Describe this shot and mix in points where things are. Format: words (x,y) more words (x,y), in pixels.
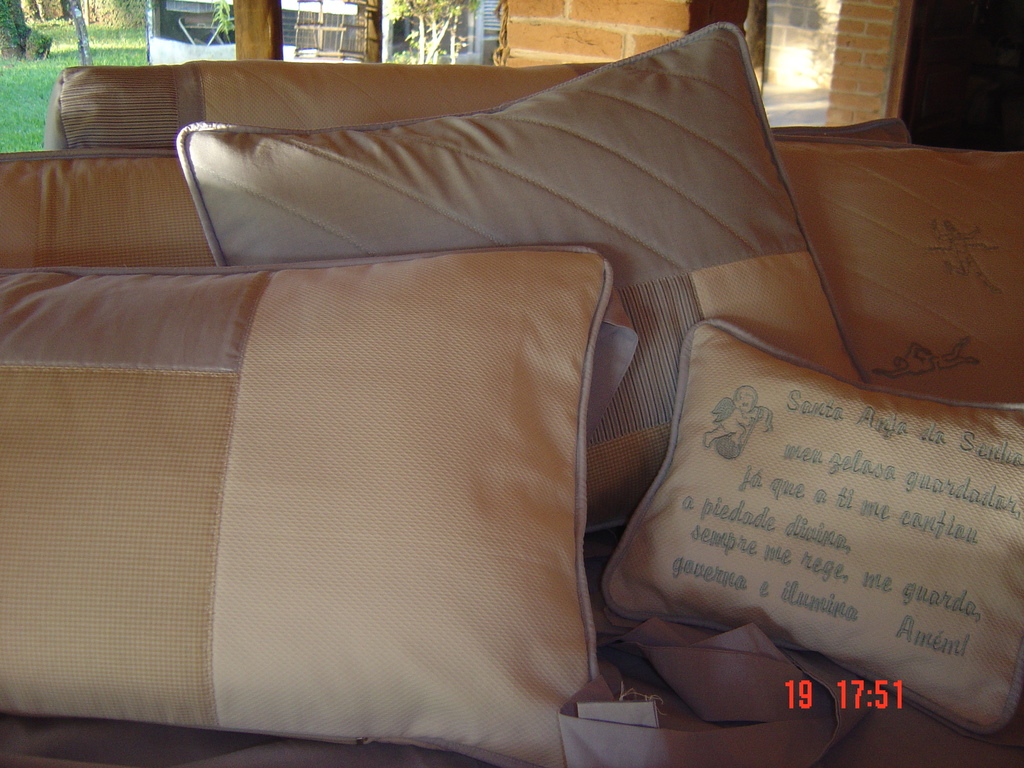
In this picture there are some pillows (893,509) on the bed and there is a wall (600,53) at the right side of the image (837,73) and there is a grassland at the left side of the image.
